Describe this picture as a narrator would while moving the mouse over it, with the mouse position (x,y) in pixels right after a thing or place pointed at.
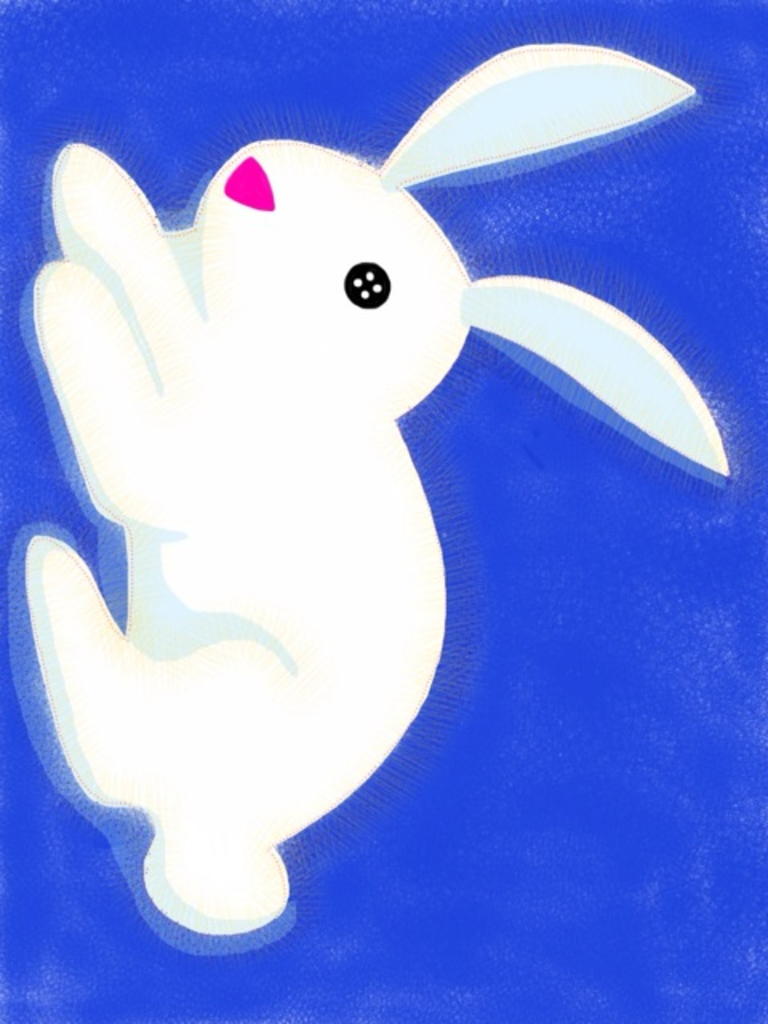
This is a painting and in this painting we can see a rabbit (395,413) and in the background (444,464) we can see blue color.
